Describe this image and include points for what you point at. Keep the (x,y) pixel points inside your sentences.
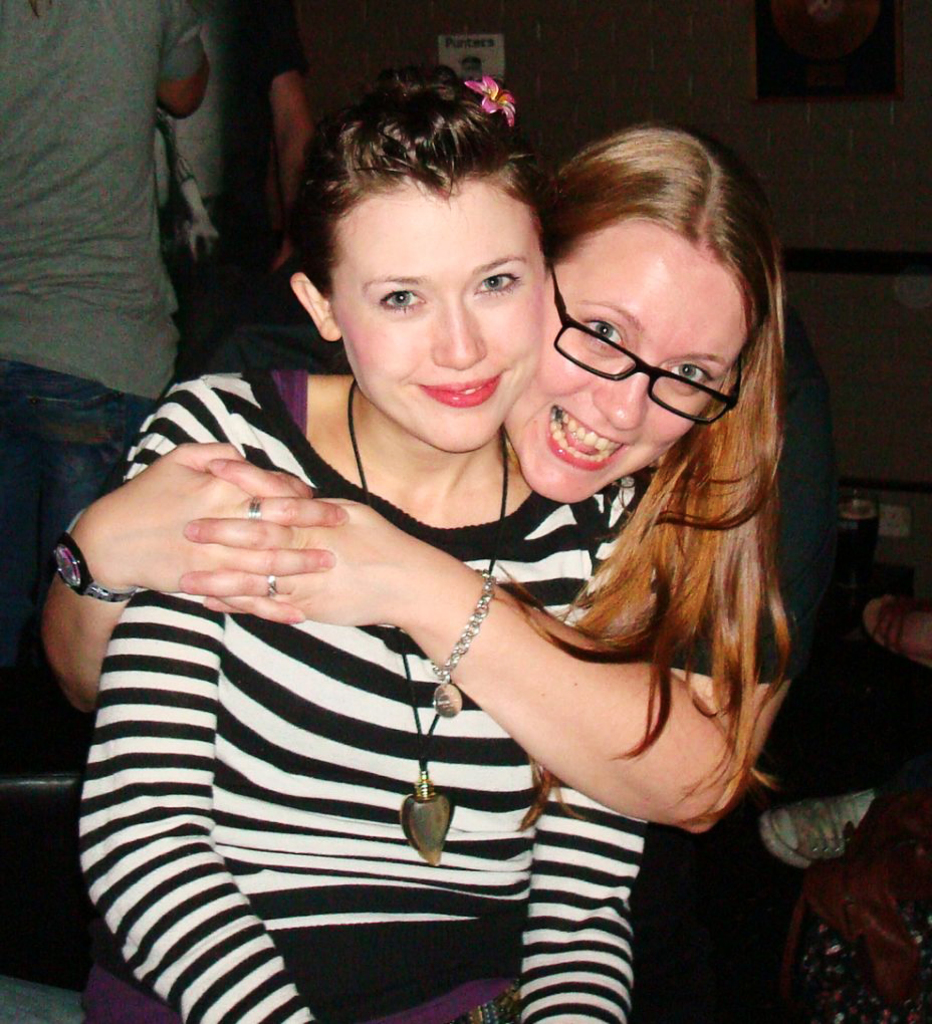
Here we can see a woman (325,664) is sitting on a platform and there is an other woman (408,570) holding this woman (404,792) with her hands (379,590) and smiling. In the background (85,228) there are few persons (59,225), glass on a platform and on the right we can see persons legs (851,819) and there is a frame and an object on the wall (887,548).
